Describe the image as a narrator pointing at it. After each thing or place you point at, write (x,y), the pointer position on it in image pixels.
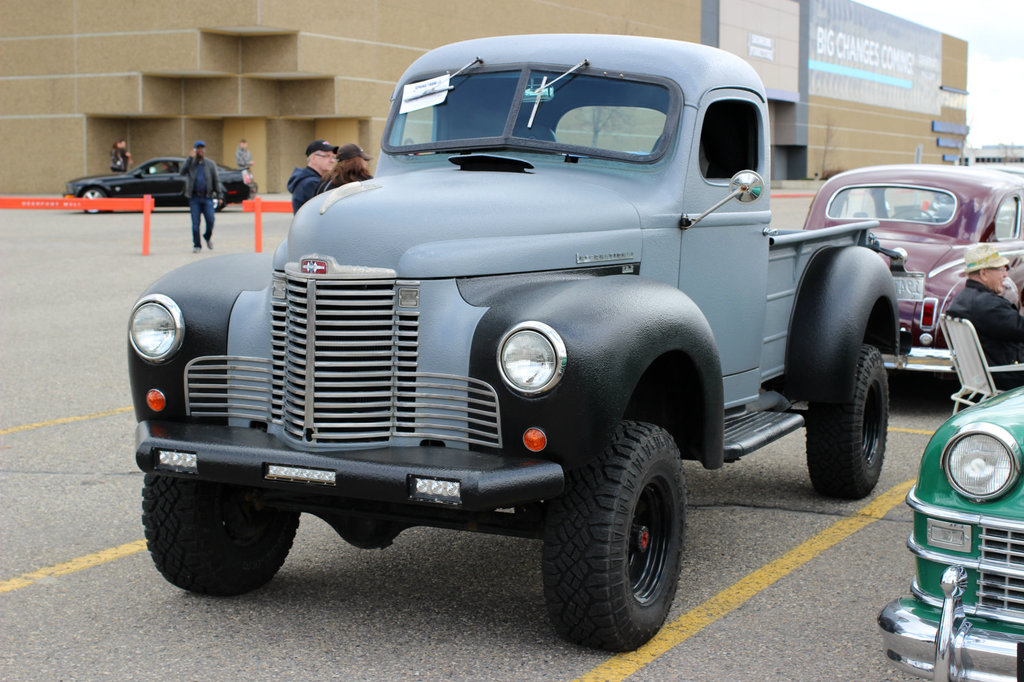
In this image we can see some vehicles (568,342) on the ground (236,229). We can also see a group of people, the fence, some buildings (262,187), the boards (831,72) with some text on them and the sky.
